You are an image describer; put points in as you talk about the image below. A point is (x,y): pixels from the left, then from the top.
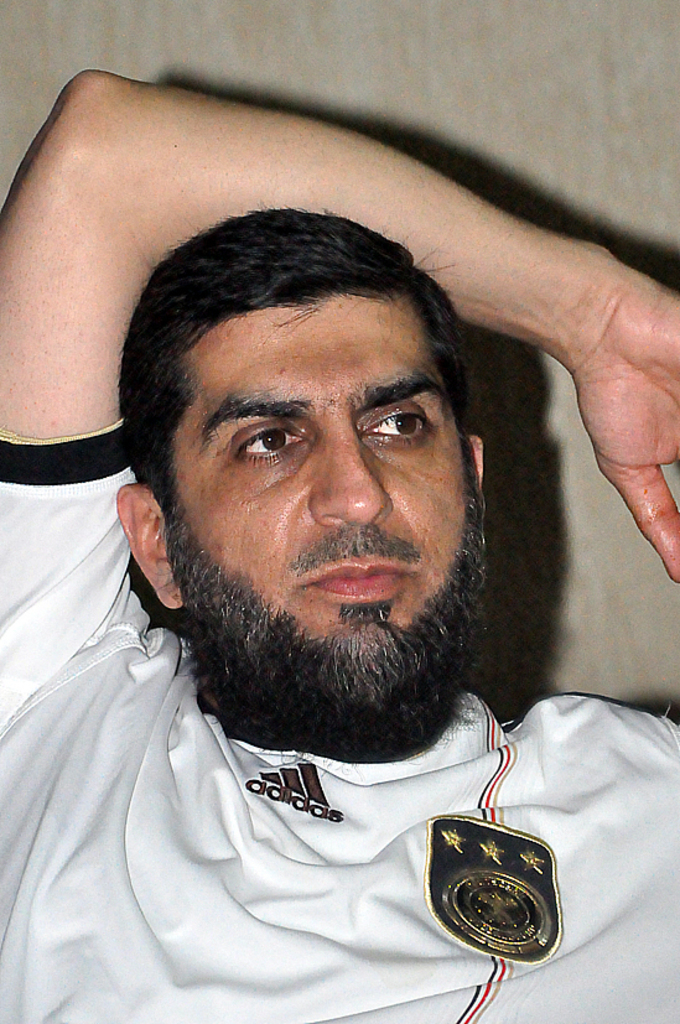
In this image we can see a man (436,884). And there is an emblem (444,893) on the dress (332,951). In the background (284,73) there is a wall (510,542).
